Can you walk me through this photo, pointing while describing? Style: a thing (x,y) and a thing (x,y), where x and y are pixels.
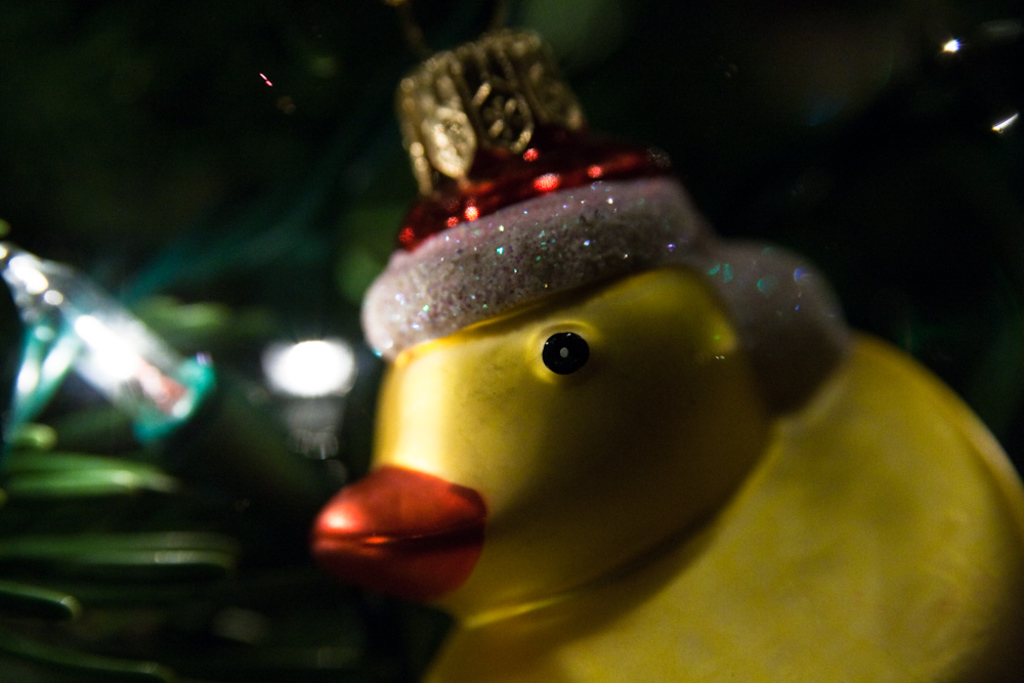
In this picture I can see a toy (502,444) and a light (146,389) on the left side (141,347) and I can see dark background (373,15).
